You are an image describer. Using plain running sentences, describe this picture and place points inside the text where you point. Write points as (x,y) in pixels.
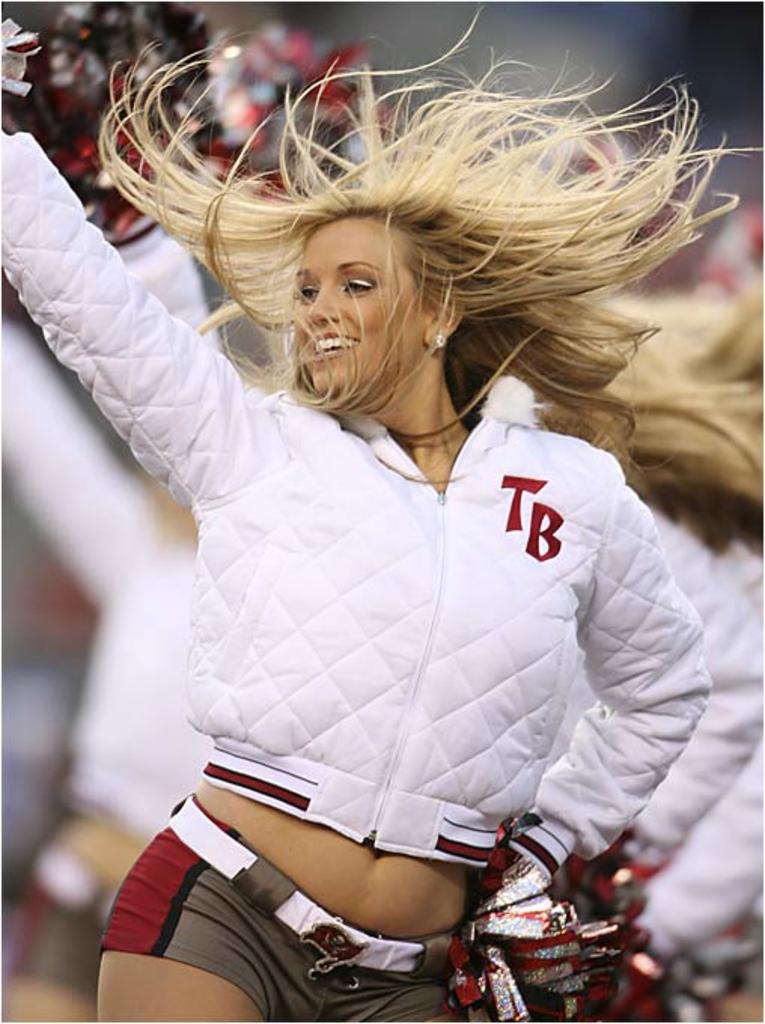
In this image we can see a lady person (257,619) wearing white color jacket (309,611) and brown color short (335,971) also holding pom-poms (523,1011) dancing.`
